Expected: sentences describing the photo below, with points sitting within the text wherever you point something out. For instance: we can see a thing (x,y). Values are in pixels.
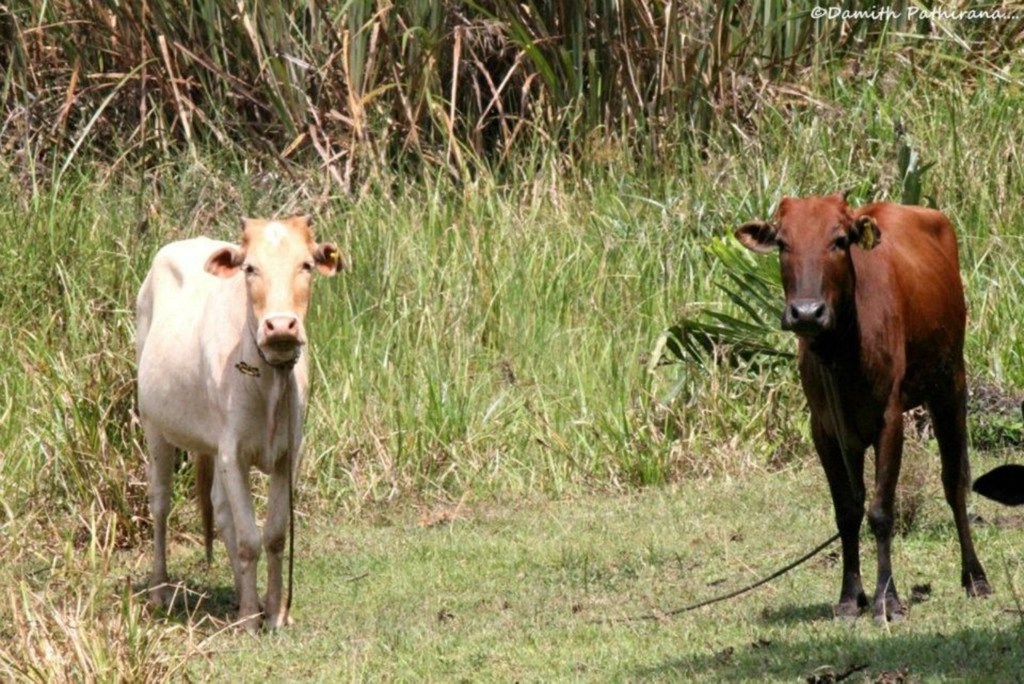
In this image I can see two animals (802,261). Among them one is in white color and another is in brown. In the back (473,179) there is a green color grass (545,259).
